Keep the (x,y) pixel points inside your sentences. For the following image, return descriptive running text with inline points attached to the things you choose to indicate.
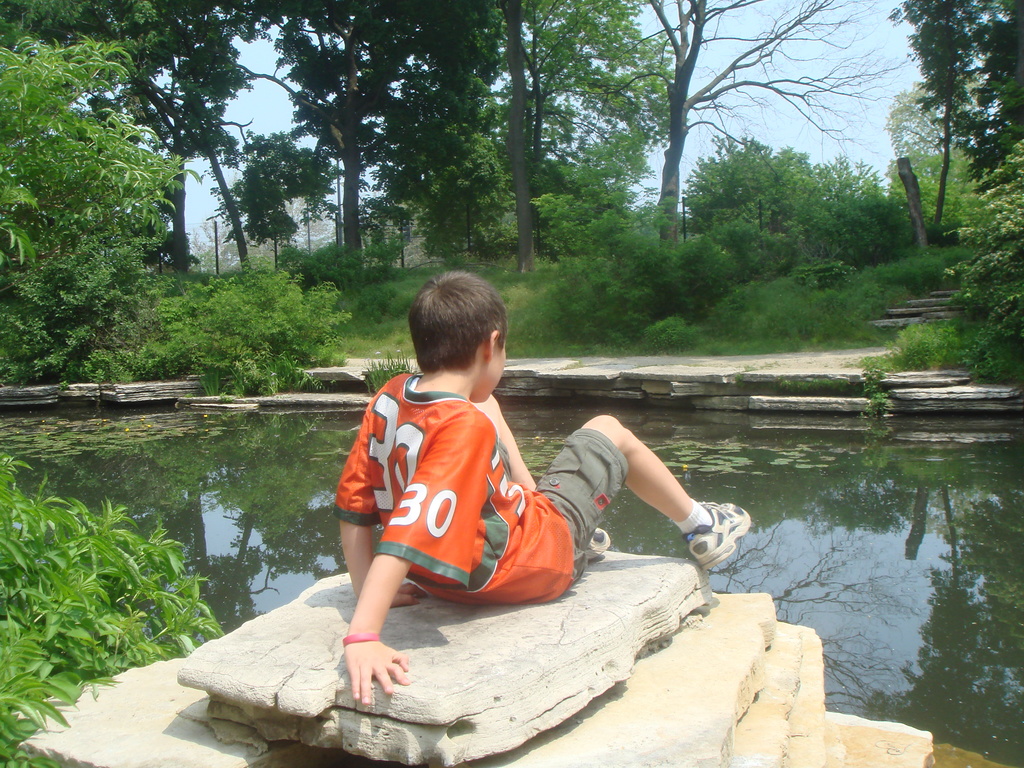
In this picture I can see a boy (525,536) in the middle (529,485), there is water (759,581). There are trees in this image, at the top (750,105) I can see the sky (750,107).
